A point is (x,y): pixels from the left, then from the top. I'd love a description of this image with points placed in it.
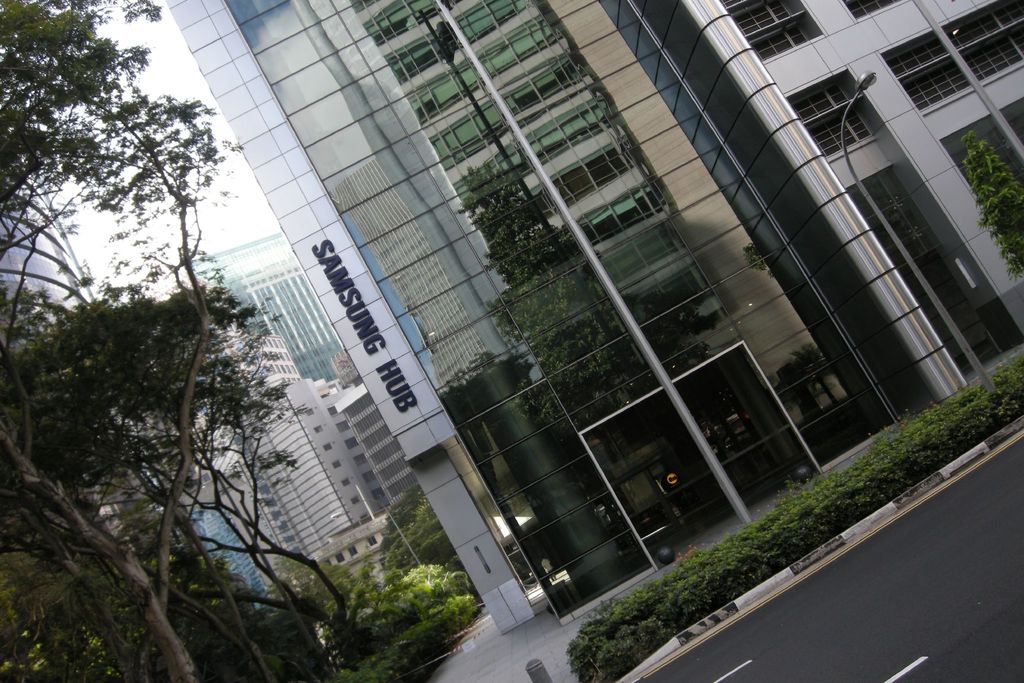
In this image, we can see buildings (519,380), walls (395,341), pillars (439,490), glass (473,310), poles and trees (411,539). On the right side (881,647) bottom, we can see the road (973,636), few plants (949,440) and walkways (560,634). Here we can see few things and objects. In the middle of the image (377,353), we can see some text (358,314) on the building (305,180). On the left side (205,223) background (219,213), there is the sky (162,24).
